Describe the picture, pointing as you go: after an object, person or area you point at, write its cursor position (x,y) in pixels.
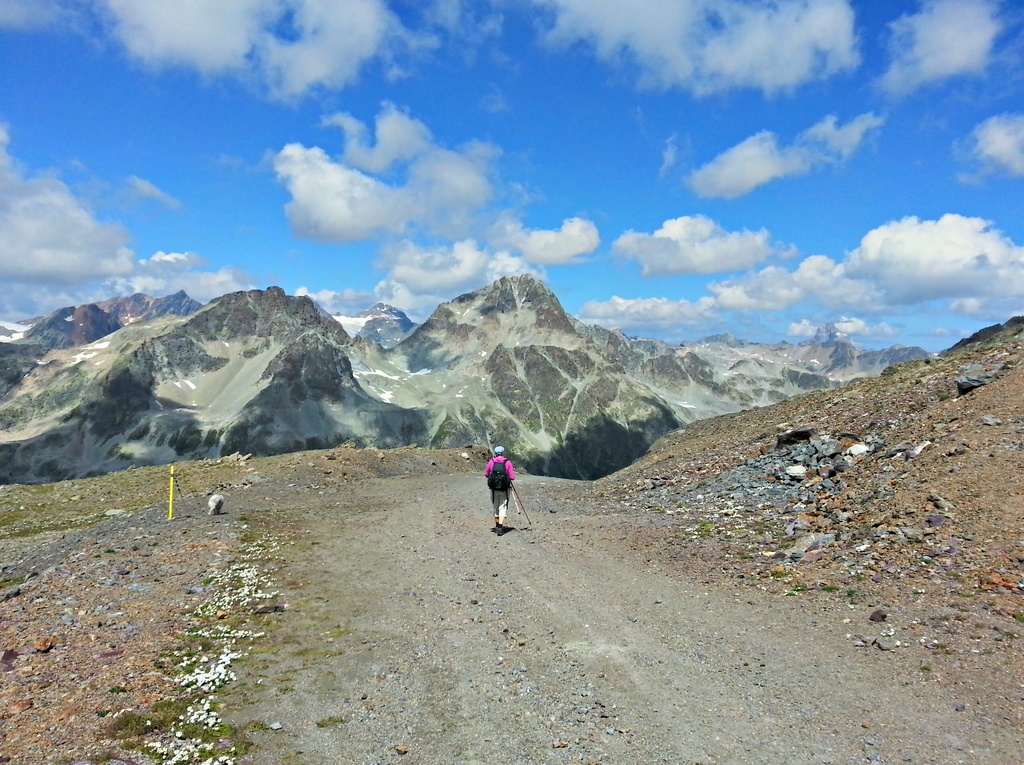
In this picture I can see a person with a backpack (498,475), there are rocks (22,724), there are mountains (512,422), and in the background (579,202) there is the sky (579,202).
